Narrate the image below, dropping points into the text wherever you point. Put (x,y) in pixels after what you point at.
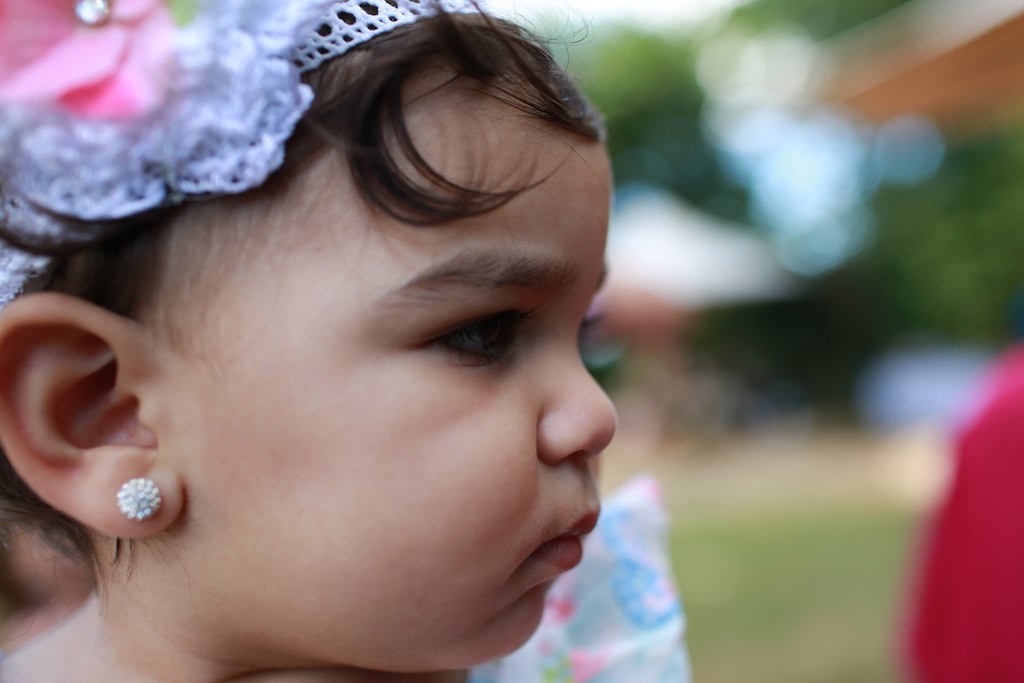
In this image I can see a person (368,612) and the person (504,580) is wearing white color hair band (240,90), and I can see blurred background (975,488).
